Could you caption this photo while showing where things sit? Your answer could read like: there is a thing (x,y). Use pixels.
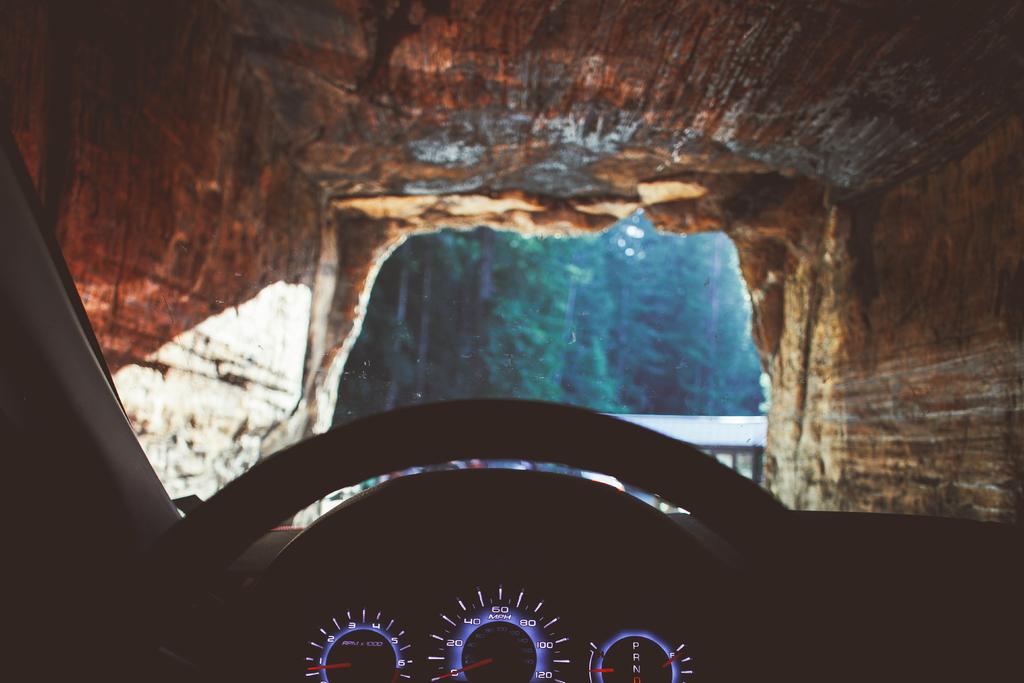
In this image we can see a car steering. There is a cave (225,277). In the background of the image (525,262) there are trees (511,308).
